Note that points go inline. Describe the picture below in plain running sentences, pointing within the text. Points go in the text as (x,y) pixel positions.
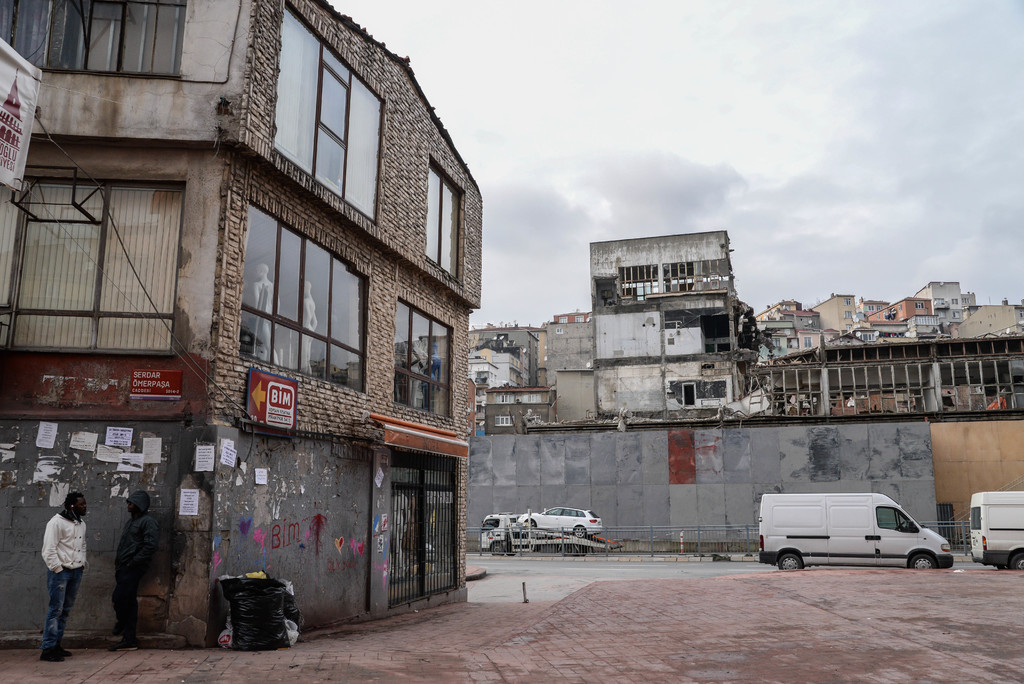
In the image there is a building (276,334) and beside the building (102,503) two men (129,547) were standing and talking to each other, in front of the building (459,529) few vehicles (807,509) are moving on the road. Behind the road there is a wall (494,471) and above the wall (601,501) there are many houses (806,327) and buildings (764,364).
